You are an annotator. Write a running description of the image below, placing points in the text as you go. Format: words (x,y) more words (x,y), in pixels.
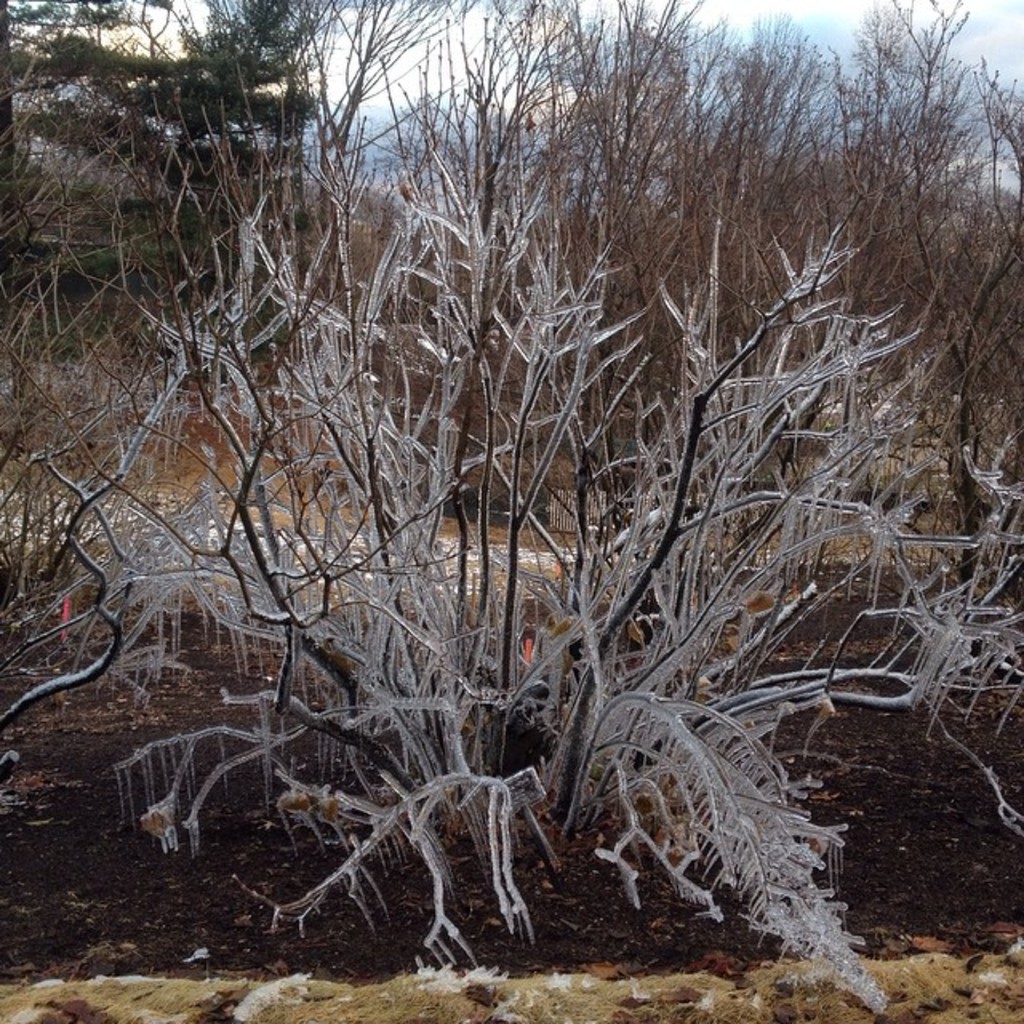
In the picture I can see a dried plant (513,602) which has ice (404,545) on it and there are few dried plants (615,153) in the background (659,104).
